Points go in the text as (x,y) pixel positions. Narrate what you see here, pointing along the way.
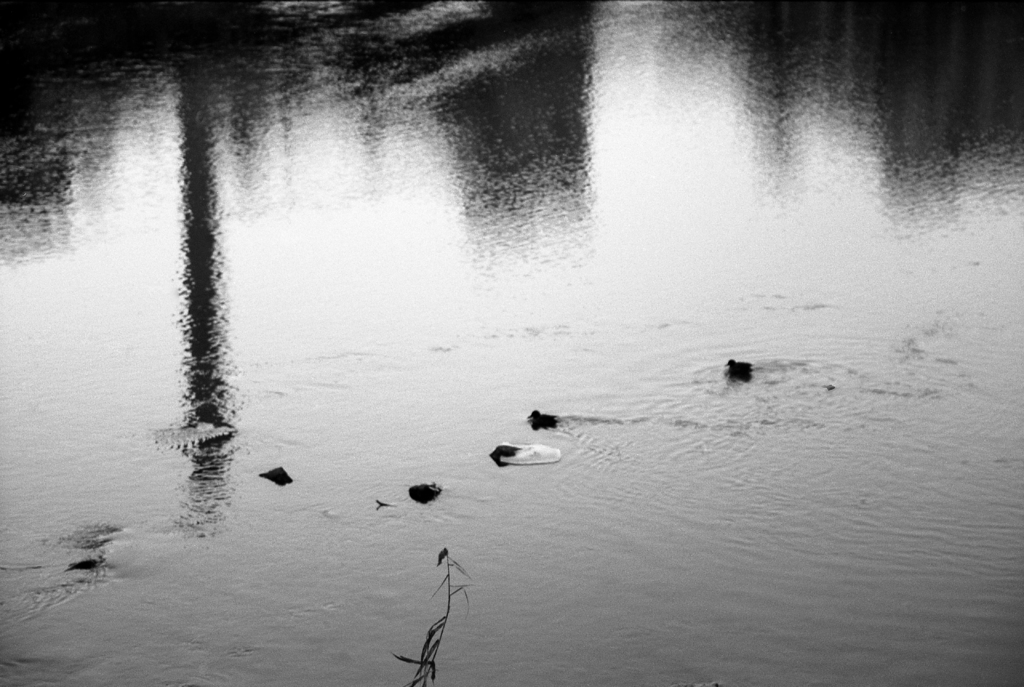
This picture show few ducklings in the water (573,361) and we see a plant (447,615).
